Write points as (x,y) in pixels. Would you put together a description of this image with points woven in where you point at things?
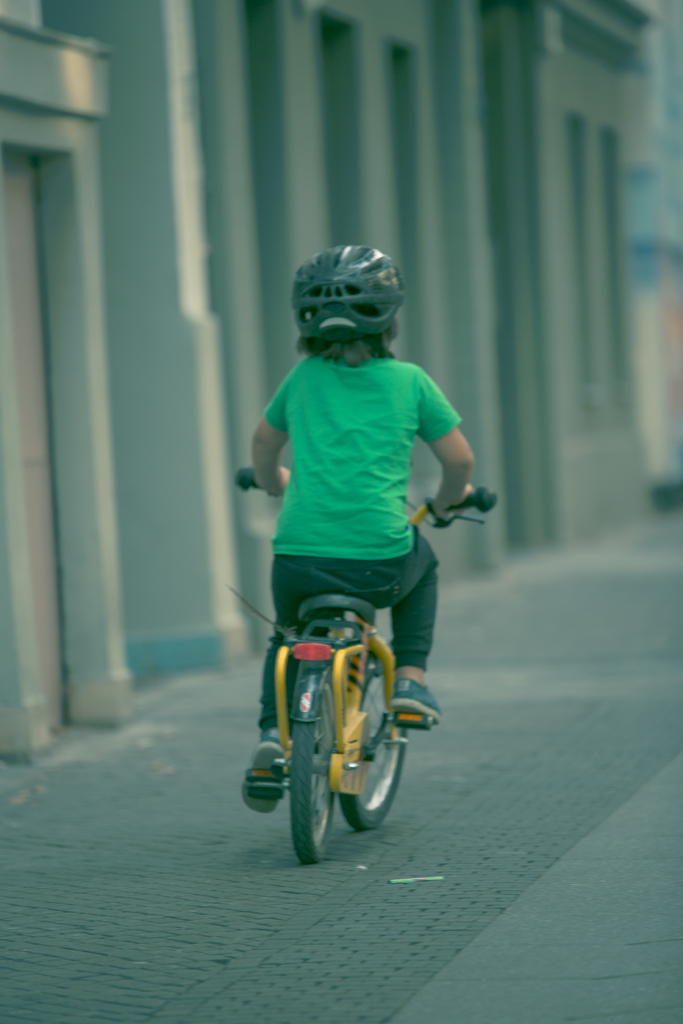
In this image, we can see a kid (390,448) wearing a helmet (359,263) and riding a bicycle (302,648) beside the wall (284,197).
